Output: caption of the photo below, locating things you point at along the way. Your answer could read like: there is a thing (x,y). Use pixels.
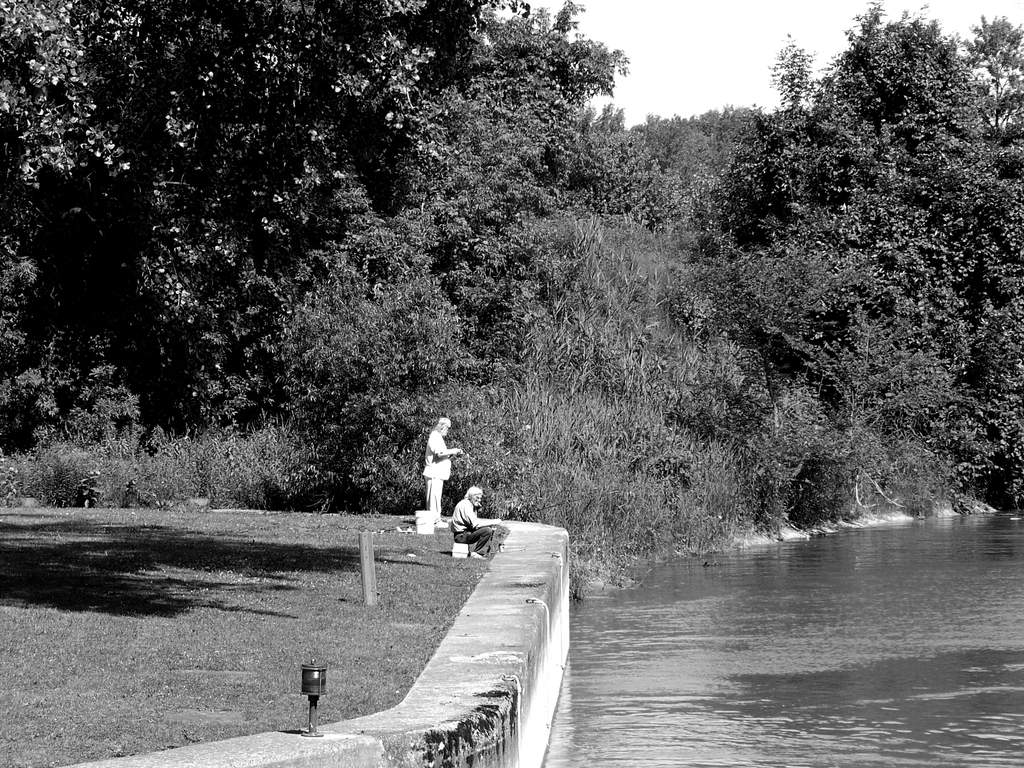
In this picture we can see two men (433,484) on the ground (371,623), water (860,528), trees (824,190) and in the background (703,108) we can see the sky (657,108).
